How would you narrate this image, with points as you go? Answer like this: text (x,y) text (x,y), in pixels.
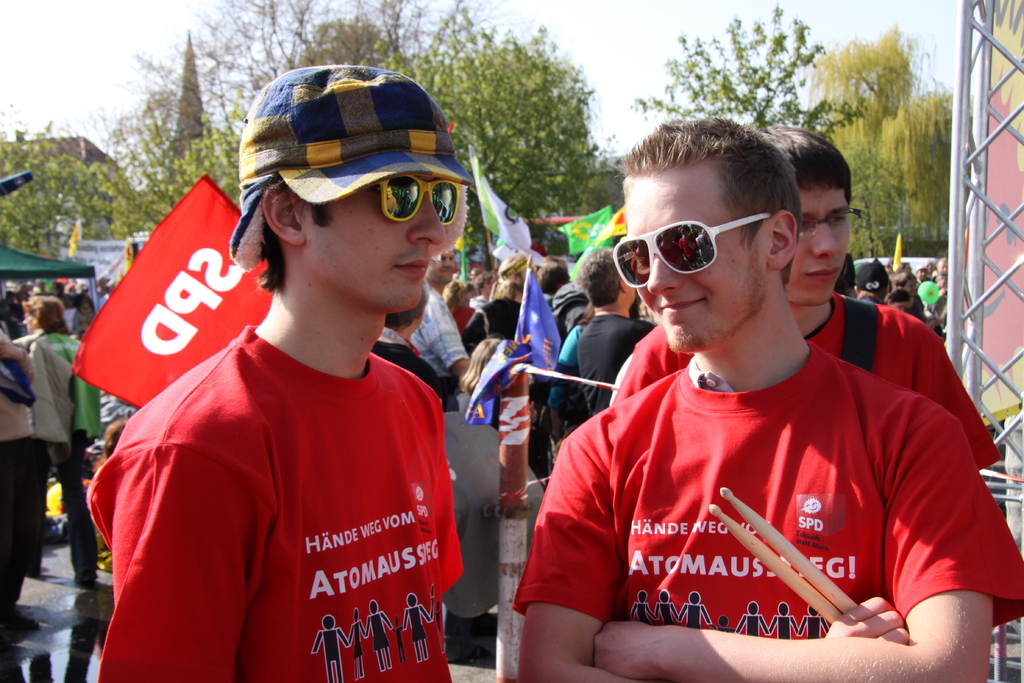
This image is clicked outside. There are so many people (572,399) in the middle (591,263), who are holding flags (548,353). In the front (764,409) there are two people (398,571), who are wearing red dress (569,577), they are goggles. One of them is holding two sticks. There are trees (566,194) at the top (862,163). There is sky (776,2) at the top (931,29).
